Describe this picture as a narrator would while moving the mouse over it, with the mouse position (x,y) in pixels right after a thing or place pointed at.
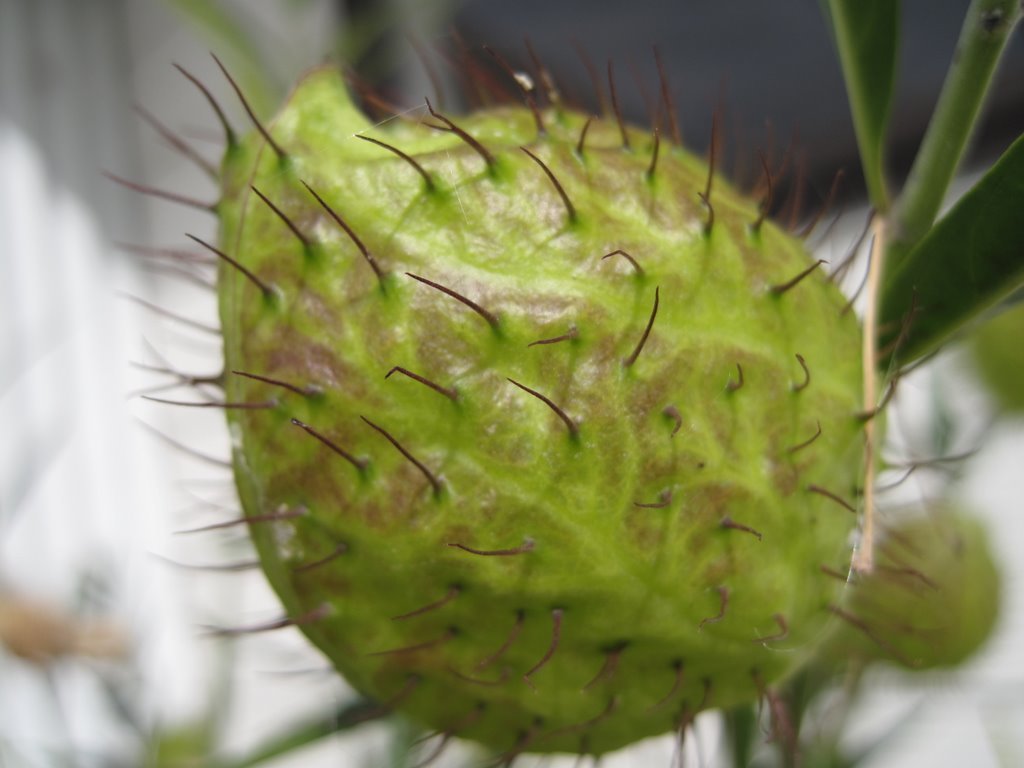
In this image I can see a bud (319,504) in green color and I can also see leaves (951,251) in green color and I can see white color background (178,322).
